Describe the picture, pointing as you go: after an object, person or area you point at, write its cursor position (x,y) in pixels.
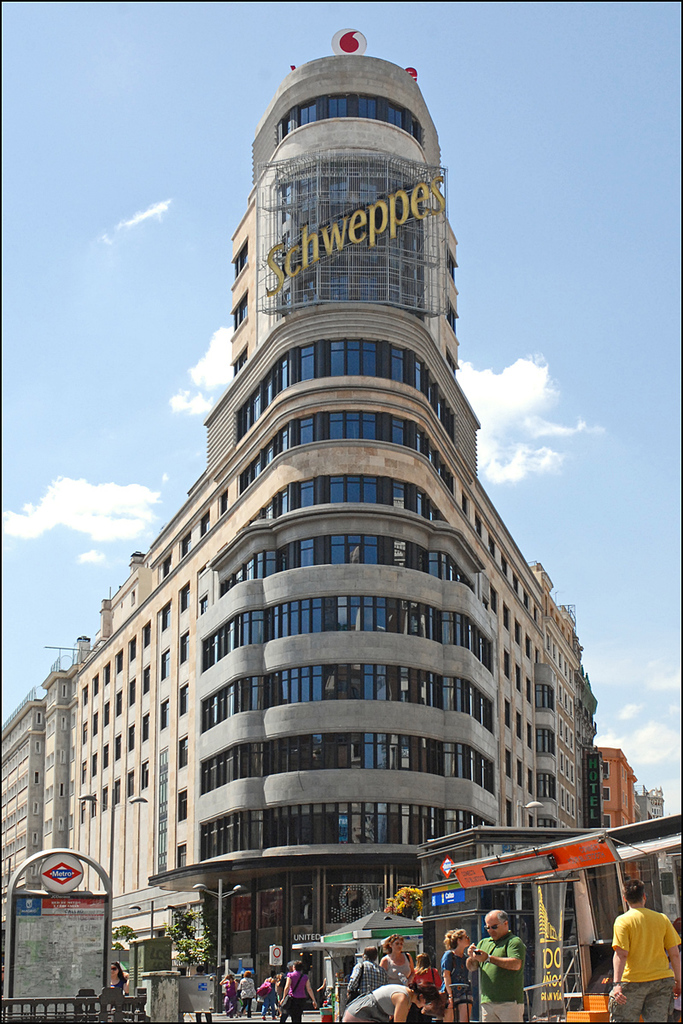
In this image there are a few people (513,956) standing on the street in front of a building (281,757).
